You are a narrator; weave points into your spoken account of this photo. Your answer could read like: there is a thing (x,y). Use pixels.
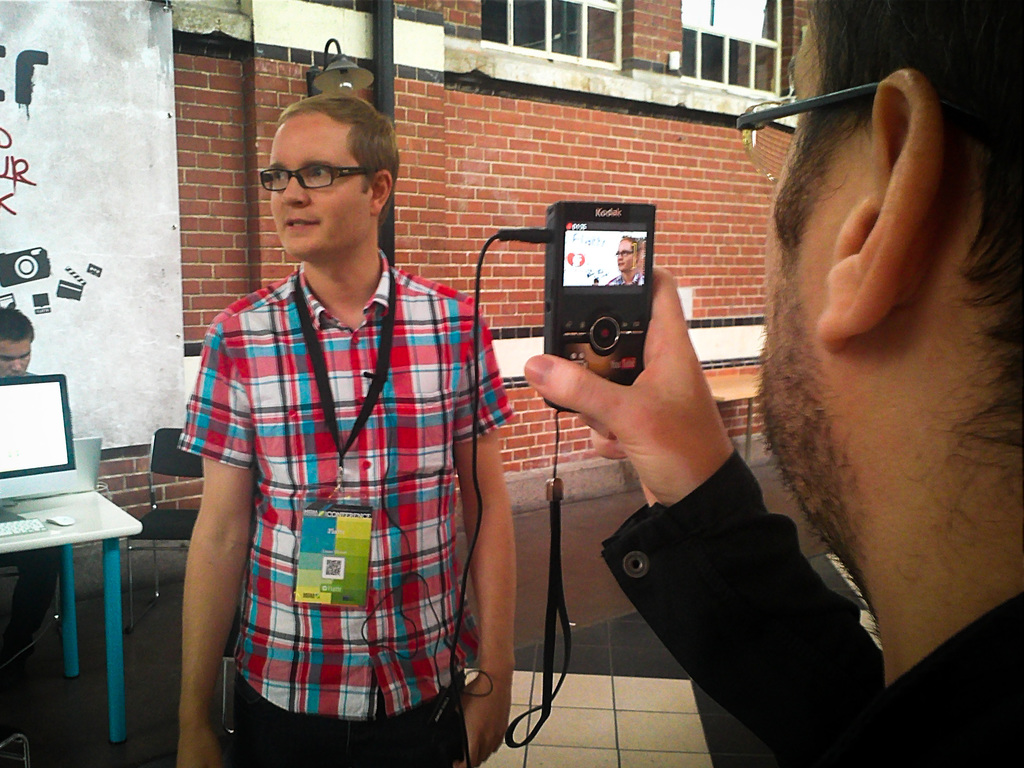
In this image I can see three people (293,563) with different color dresses (436,486). I can see one person (527,364) holding the camera (579,360). In the background (40,462) I can see the system (41,490) and laptop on the table (84,523). To the left (150,498) I can see the chair (165,471). I can also see the brick wall (228,200) in the back (482,216).
